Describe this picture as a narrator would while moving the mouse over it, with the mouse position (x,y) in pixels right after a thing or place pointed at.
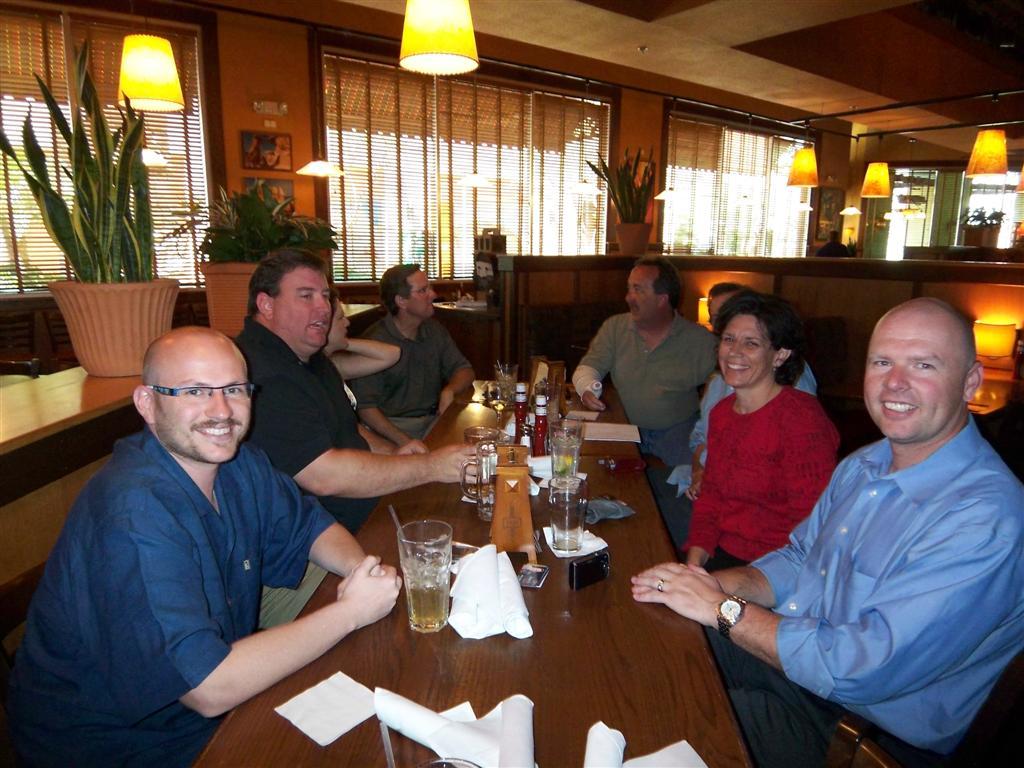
In this picture we can see some persons (935,749) sitting on the chairs (869,753). This is table (656,685). On the table (635,501) there are glasses (573,442) and bottles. On the background (423,186) we can see windows (710,197) and these are the lamps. And there are plants (52,228).
